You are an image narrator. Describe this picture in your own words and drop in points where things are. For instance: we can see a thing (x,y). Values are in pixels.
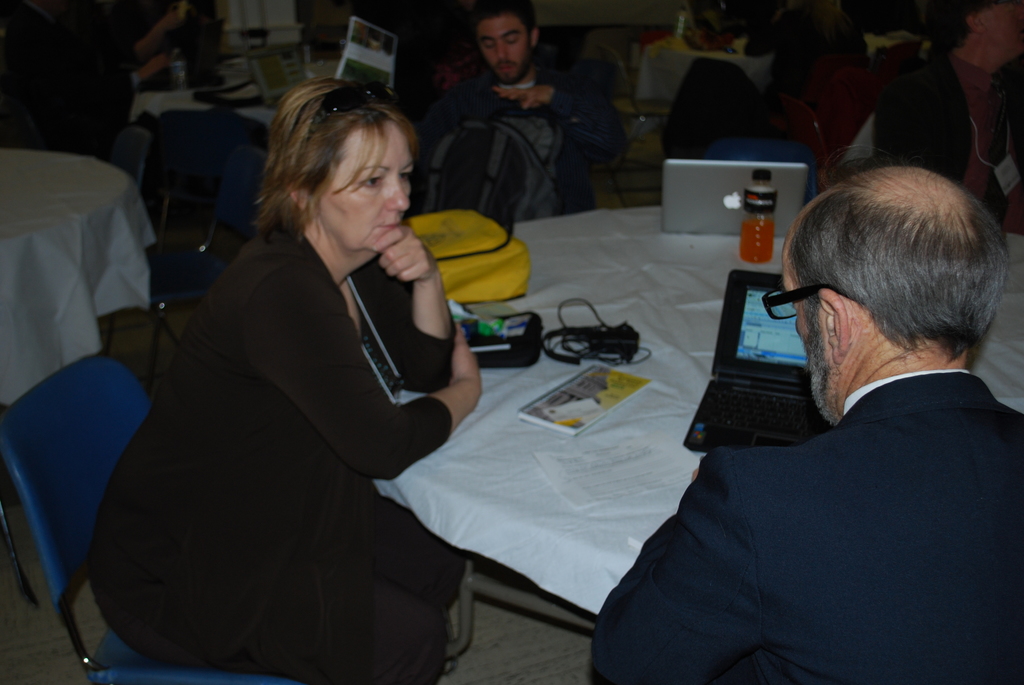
In this image there is a woman (269,565) sitting on a chair (144,390) before a table (525,428) having a laptop (783,373), book (598,377), bag (496,259), bottle (760,234) and some objects (620,331) on it. Right side (808,585) a person (822,582) wearing suit (857,465) is having spectacles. Top of image (560,165) there are few persons (598,143) sitting on the chairs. Left side (23,264) there is a table (55,240) covered with a cloth (51,251).
